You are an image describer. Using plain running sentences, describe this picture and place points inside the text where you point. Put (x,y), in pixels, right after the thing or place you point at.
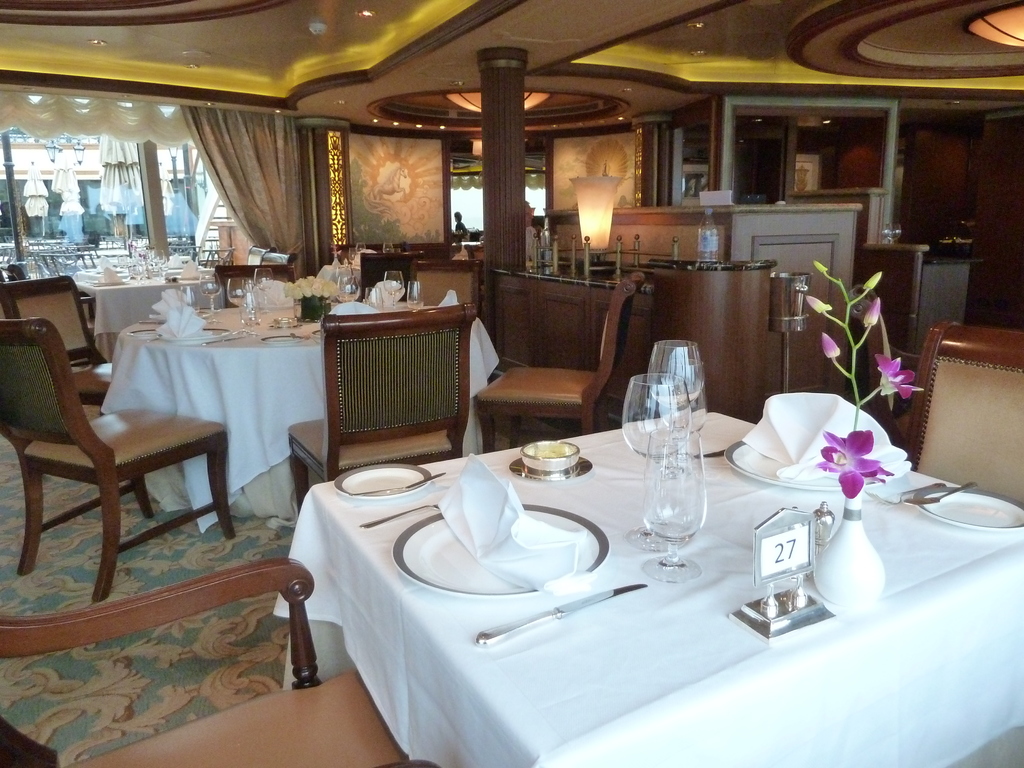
In this picture we can see tables (319,339) and chair (23,314) and on table (496,474) we can see plates (363,480), knife (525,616), fork (397,515), spoon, tissue papers (820,418), glasses (693,462), cloth (579,508) and in background (258,155) we can see curtains (256,139), pillar (518,145), lamp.
